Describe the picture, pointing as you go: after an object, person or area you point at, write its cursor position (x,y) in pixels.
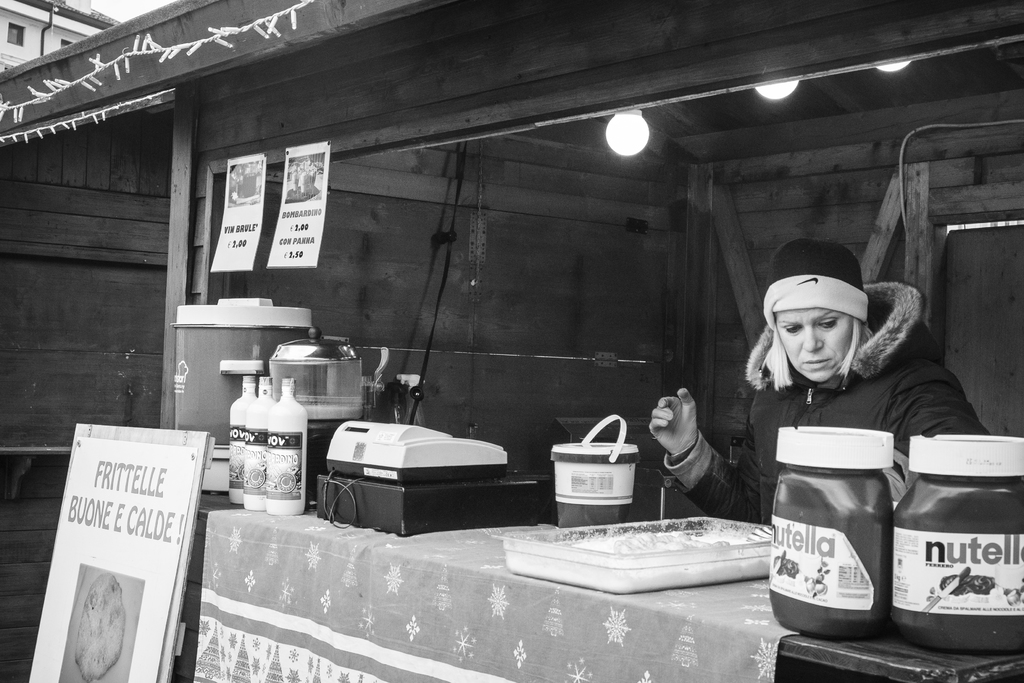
On the right side of the image (797,361) we can see a woman (798,286), she wore a cap (772,296), in front of her we can find few bottles (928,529), machines (424,468), a tray (739,548) and other things (627,519) on the table (507,578), on the left side of the image (170,520) we can see a board (103,526) and few papers (223,249), in the background (20,40) we can see few lights (646,125) and a building (87,33).
